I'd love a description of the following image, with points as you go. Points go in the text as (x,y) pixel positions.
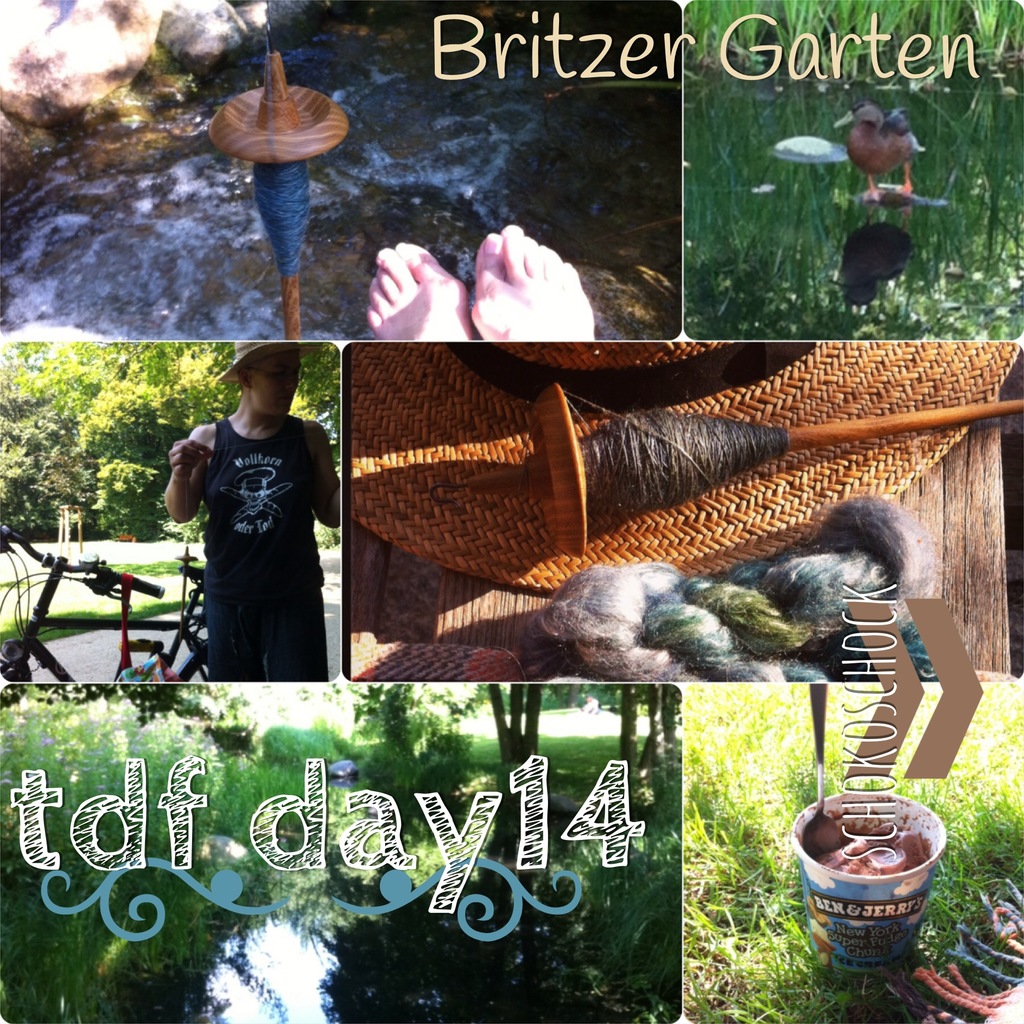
In this image I can see the collage picture and I can see the person (307,423) standing, the bicycle (145,590). Background (494,180) I can see the water (407,201), trees (124,428) in green color and I can also see the bird (851,157) in brown color.
